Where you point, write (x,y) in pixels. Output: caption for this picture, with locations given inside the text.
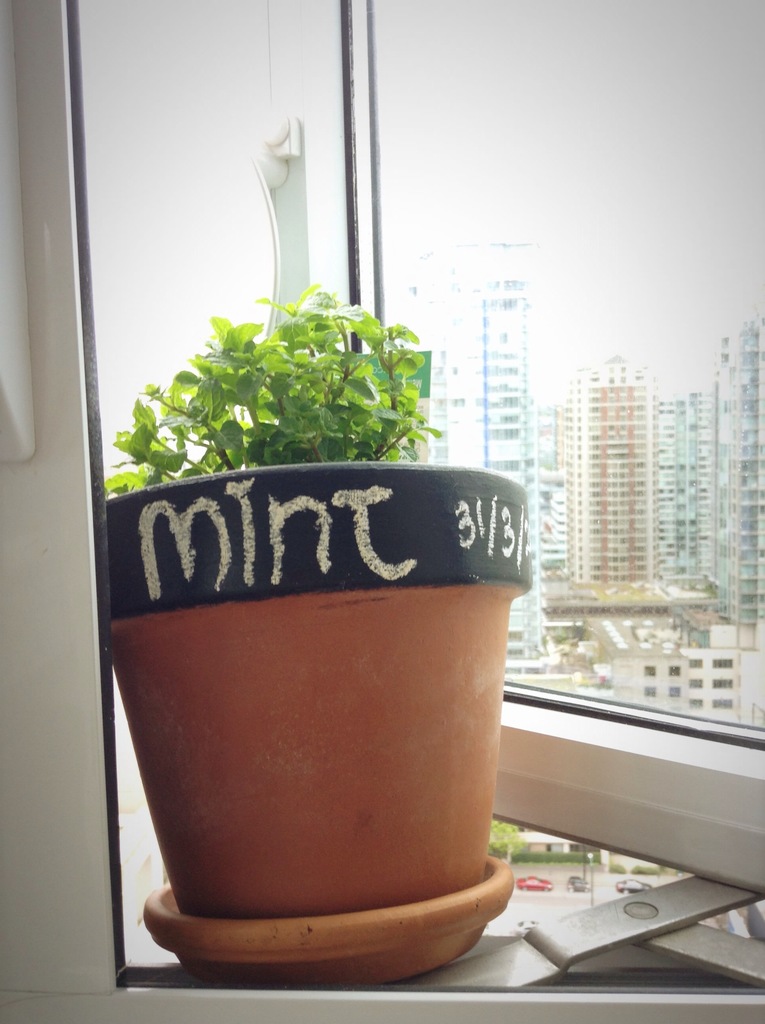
On the left side of the image (241,757) we can see a flower pot (298,675) in which a small plant (275,439) is there. On the right side of the image (647,428) we can see tall buildings (725,534) from the window (697,731).
